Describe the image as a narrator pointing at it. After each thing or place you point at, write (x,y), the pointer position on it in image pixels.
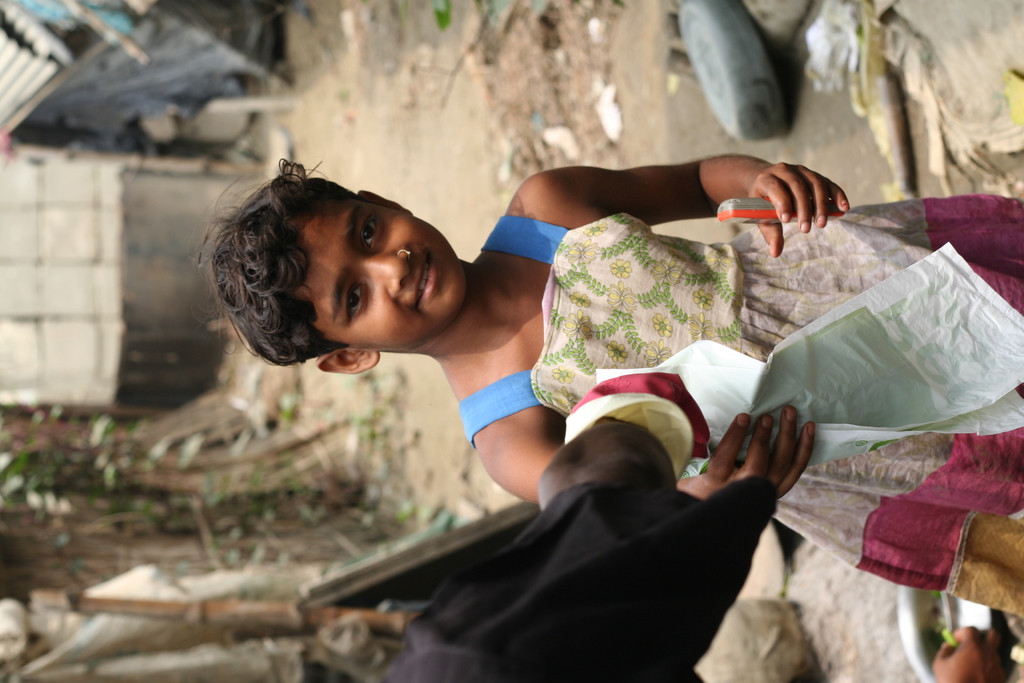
In this image I can see the person (609,306) is holding something. I can see few objects (138,74) and blurred background (108,313).
